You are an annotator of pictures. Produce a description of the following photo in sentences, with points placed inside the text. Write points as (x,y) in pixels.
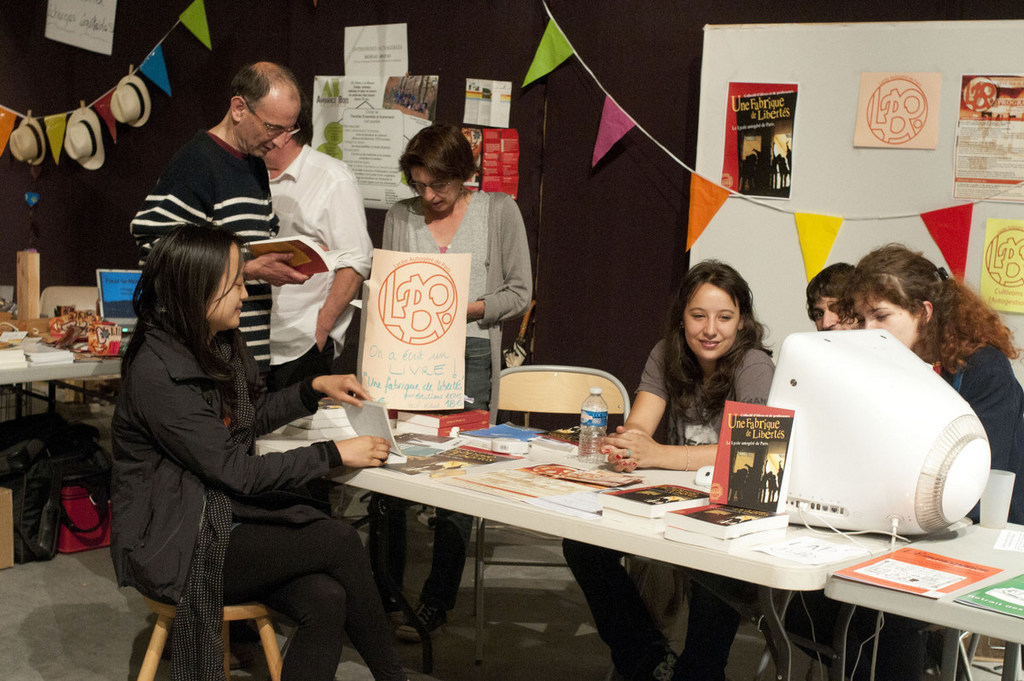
In the picture we can see some people (217,193) few are sitting and watching monitor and some people (203,181) are standing and reading books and doing some work and one woman (192,497) is sitting and seeing the book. In background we can see some decorative items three hats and papers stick on wall (158,150) and on floor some bags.
